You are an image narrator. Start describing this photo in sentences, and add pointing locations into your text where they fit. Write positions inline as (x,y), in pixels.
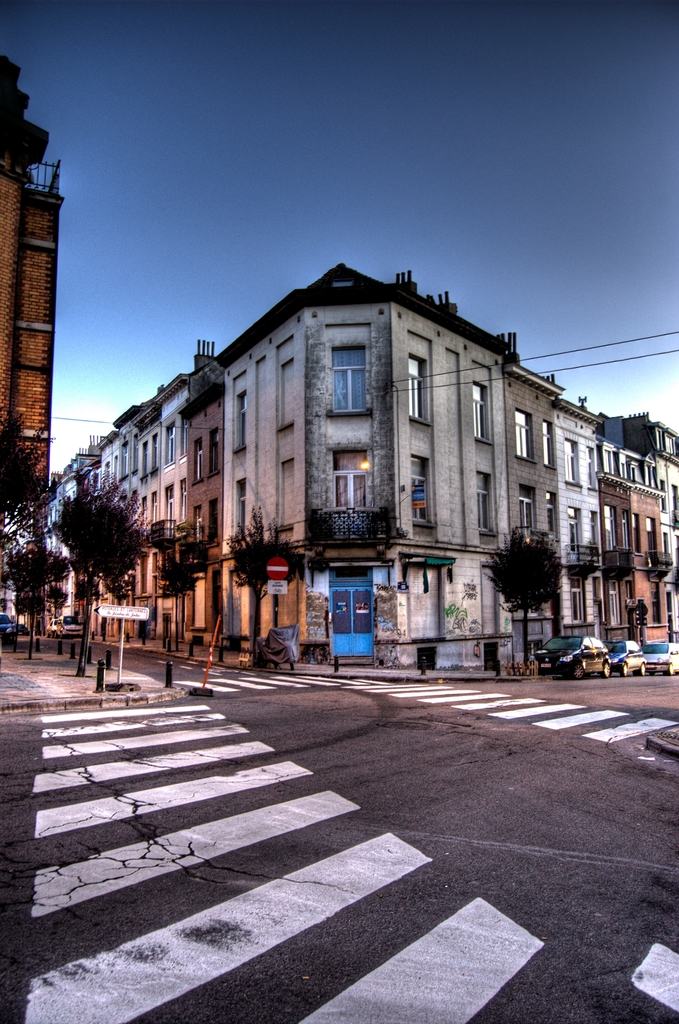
This image is taken outdoors. At the bottom of the image (219,804) there is a road (288,760) with zebra crossings (174,962). At the top of the image (370,181) there is a sky (450,236). On the right side of the image (656,643) a few cars (633,660) are parked on the road (470,694). In the background (292,482) there are a few buildings (39,325) with walls (257,476), windows (216,437), roofs (269,325), doors (365,615), railings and balconies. There are a few trees (45,584) and signboards (422,506).
